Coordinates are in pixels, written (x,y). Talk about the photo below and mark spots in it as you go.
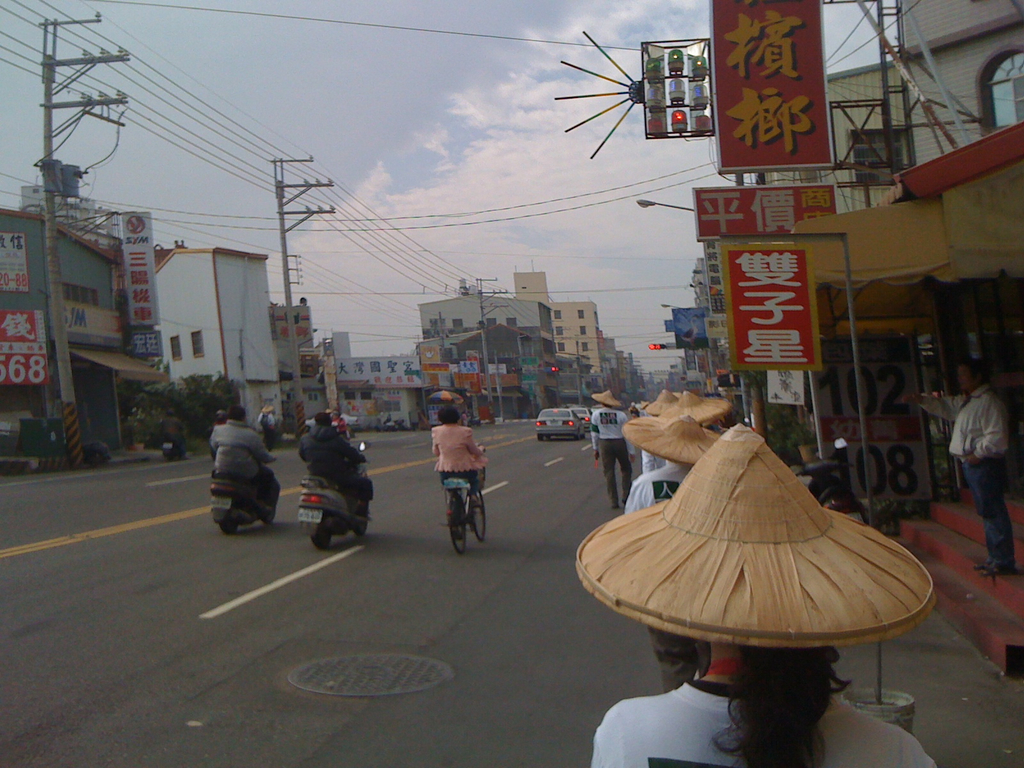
This image is taken outdoors. At the bottom of the image (182,602) there is a road (390,574). At the top of the image (432,107) there is a sky (495,117) with clouds (606,165). On the right side of the image (802,166) there are a few buildings (828,251), signboards (784,274) and many boards (722,305) with text (894,386) on them and there are a few poles (682,357) with street lights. A man (993,480) is standing on the stair (956,576). A few people (652,564) are walking on the road (614,674). In the middle of the image (554,437) a few vehicles (542,427) are moving on the road (523,425). On the left side of the image (227,351) there are many buildings (306,388) with boards (79,332) and there are a few poles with wires (382,289).
